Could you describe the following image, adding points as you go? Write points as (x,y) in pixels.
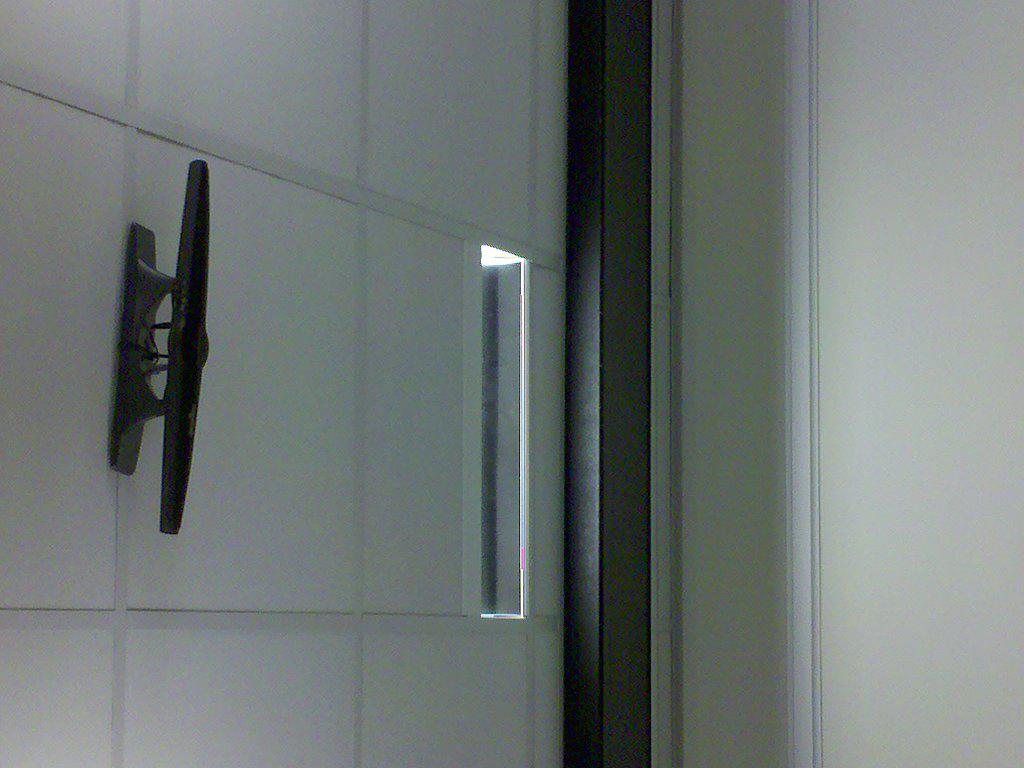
This image is clicked inside the building (739,467). On the left (182,298), we can see a gate (394,451) on which there is a handle (132,424) made up of metal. On the right (850,359), there is a wall (897,565).
